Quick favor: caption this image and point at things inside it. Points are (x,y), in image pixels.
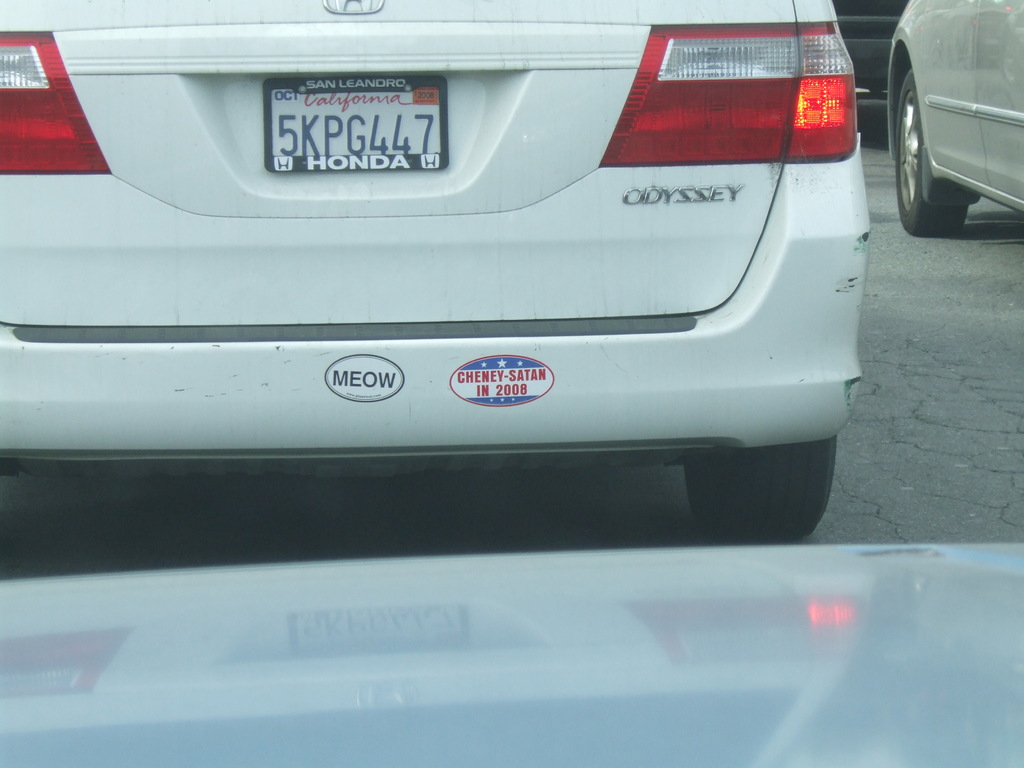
In this image I can see few vehicles (647,183) on the road (970,337). In front (255,37) I can see the white color car (404,224) and number plate (266,86) to the car (463,211).
